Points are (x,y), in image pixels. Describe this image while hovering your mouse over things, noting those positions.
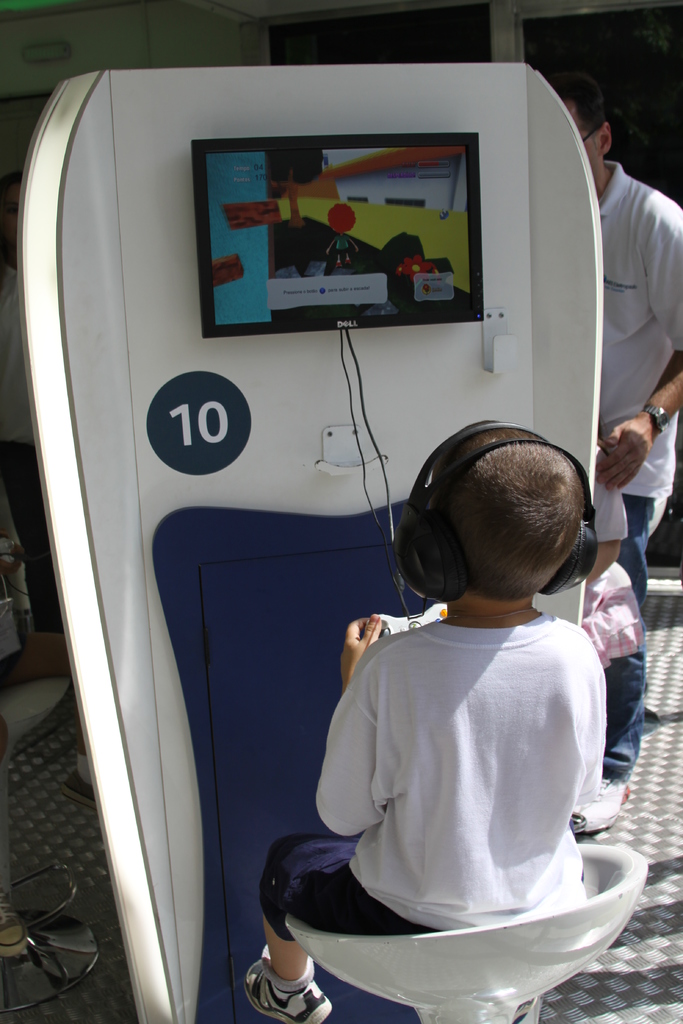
A child (437,888) is sitting on a white stool (437,934) wearing a headset (426,572), white t shirt (419,660) and holding a video game (396,626) controller there is a screen (320,218) in front of him. There is a number (211,427). A man (638,419) is standing on the right (642,327) wearing a white t shirt (645,336) and jeans (639,653).
